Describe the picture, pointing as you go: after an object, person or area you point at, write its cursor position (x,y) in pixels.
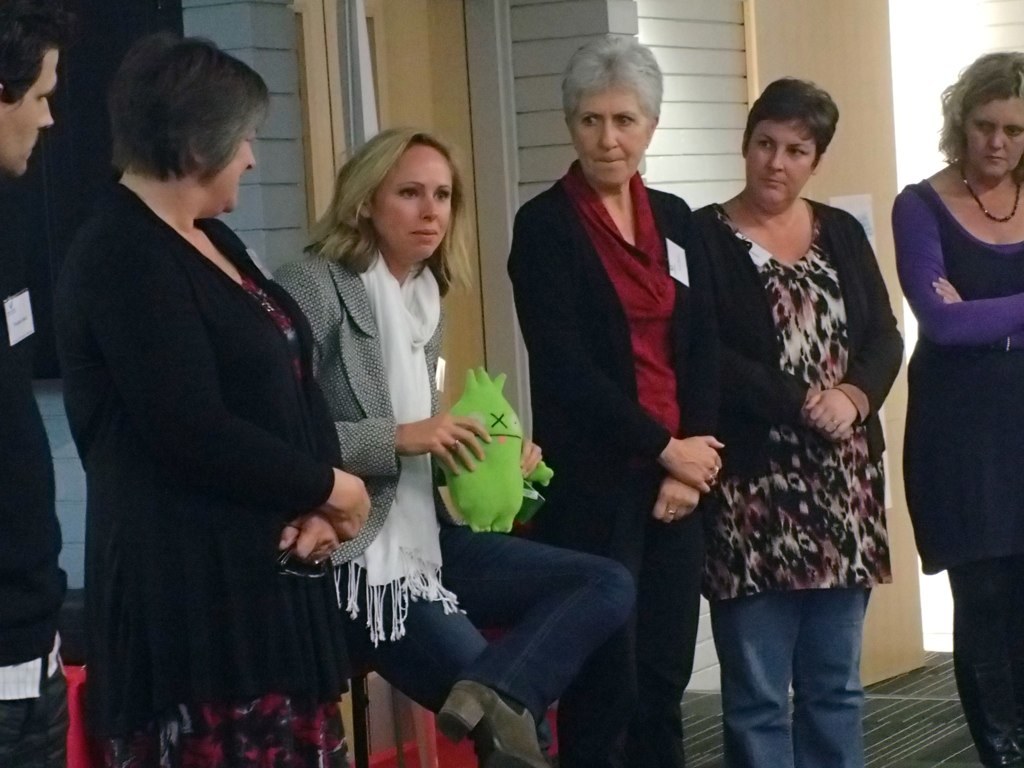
In this image in the center (557,377) there are some people (262,305) who are standing and one woman (390,355) is sitting and she is holding a toy (482,444), and in the background (275,54) there is a house (339,159). At the bottom (921,723) there is a floor (865,729).
